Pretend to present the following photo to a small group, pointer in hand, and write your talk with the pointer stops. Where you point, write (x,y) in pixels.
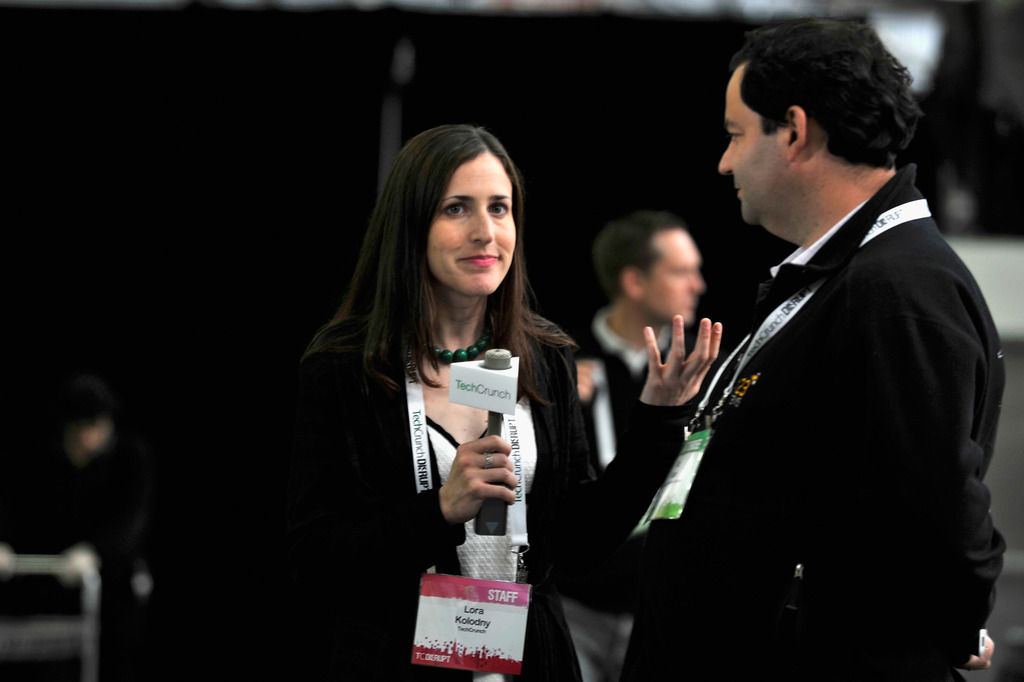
There is a woman (308,479) wearing a tag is holding a microphone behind there is an other man (596,672) standing.
